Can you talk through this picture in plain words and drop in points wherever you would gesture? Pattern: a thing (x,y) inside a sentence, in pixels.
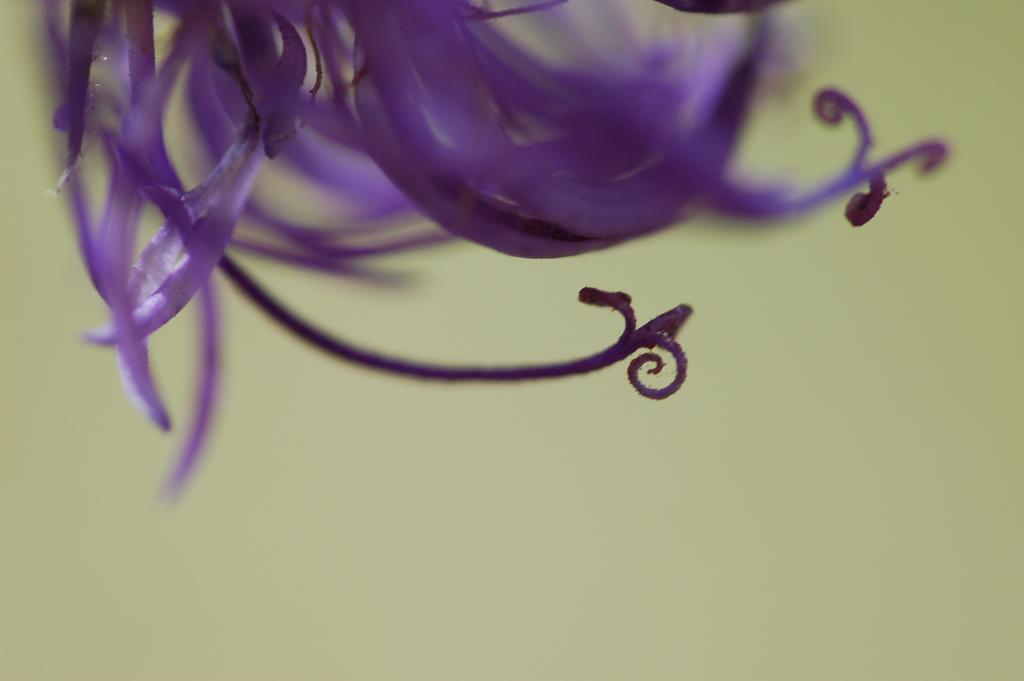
This is the zoom-in picture of a purple color flower (544,142).
